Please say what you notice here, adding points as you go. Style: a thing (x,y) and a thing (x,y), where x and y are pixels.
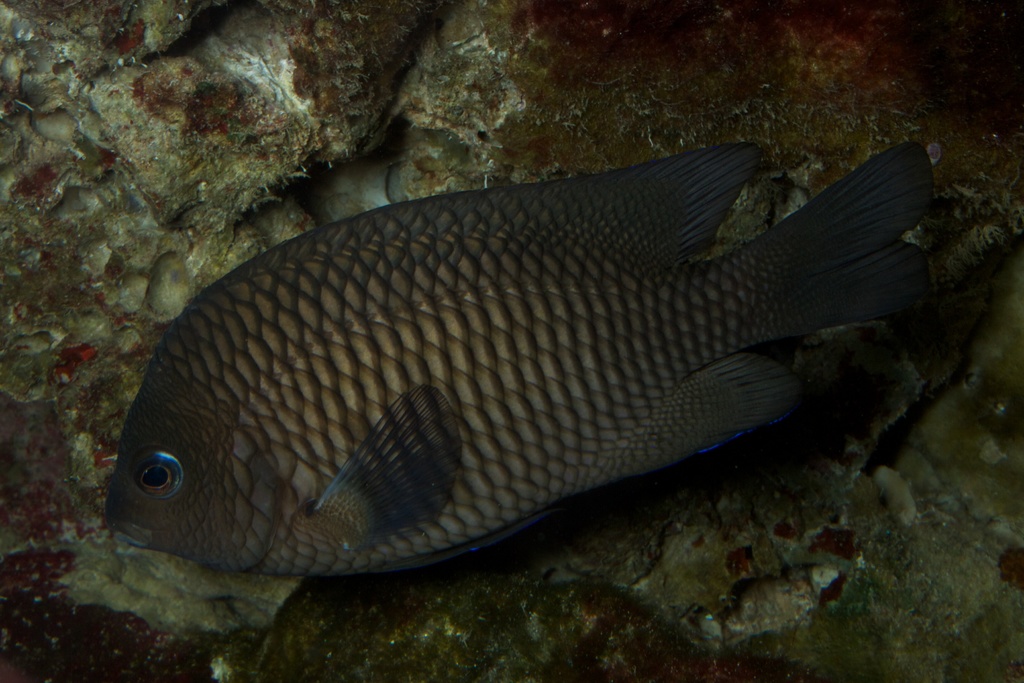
We can see fish (675,341) on the surface (157,338).
